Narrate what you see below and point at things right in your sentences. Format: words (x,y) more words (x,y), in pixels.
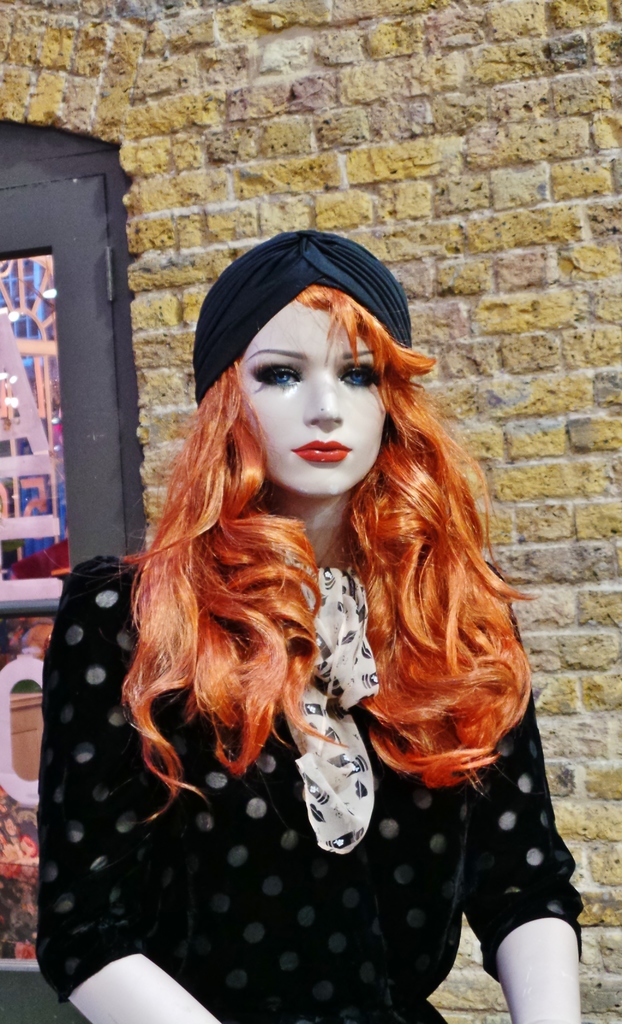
In this image, in the middle (334,659), we can see a doll (362,643) wearing a black color dress (276,905). On the left side (11,275), we can also see a glass window (31,521). In the background (141,331), we can see a brick wall (463,65).
